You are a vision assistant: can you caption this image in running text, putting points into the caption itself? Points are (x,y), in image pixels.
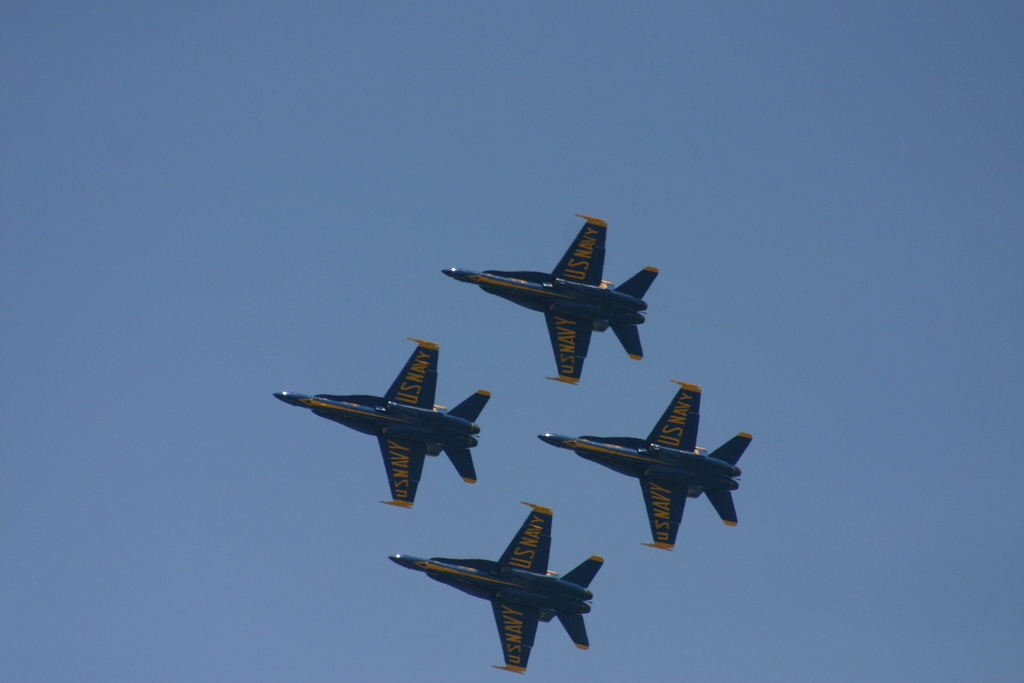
In this image we can see four aircrafts (545,553) flying in the sky (615,49), also we can see some text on them.
